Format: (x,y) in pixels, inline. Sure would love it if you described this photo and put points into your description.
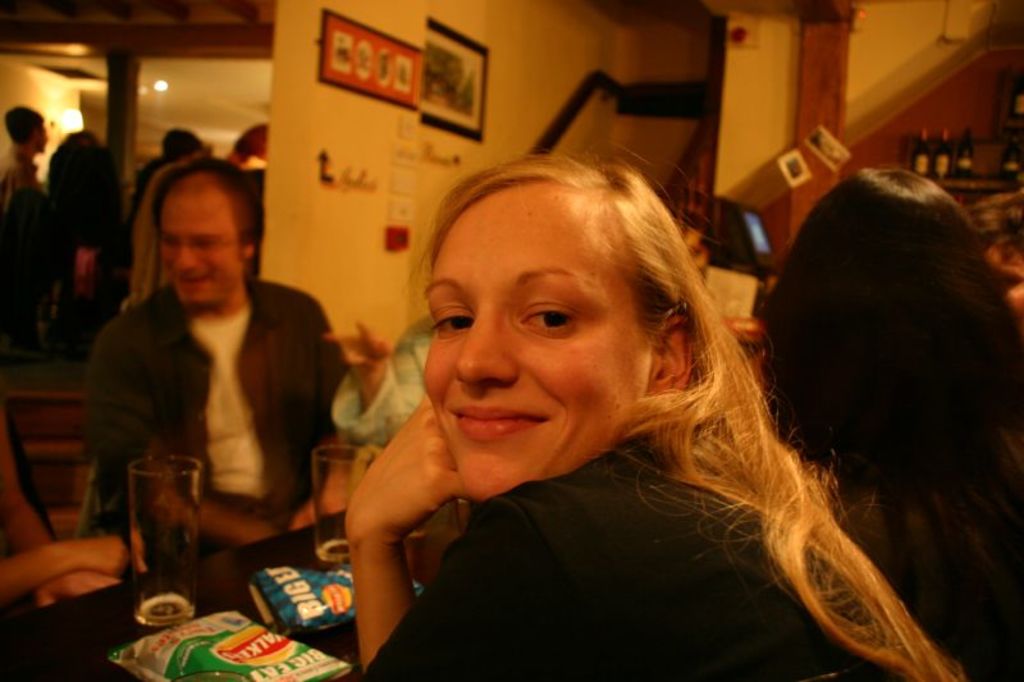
In this Image I see a woman (705,441) who is smiling and sitting and I can also see there is a table (77,600) in front of her on which there are 2 glasses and 2 covers (143,669). In the background (888,500) I see few people (229,227), wall (284,228), a photo frame (451,33) over here and I see the bottles (929,165) over here.
